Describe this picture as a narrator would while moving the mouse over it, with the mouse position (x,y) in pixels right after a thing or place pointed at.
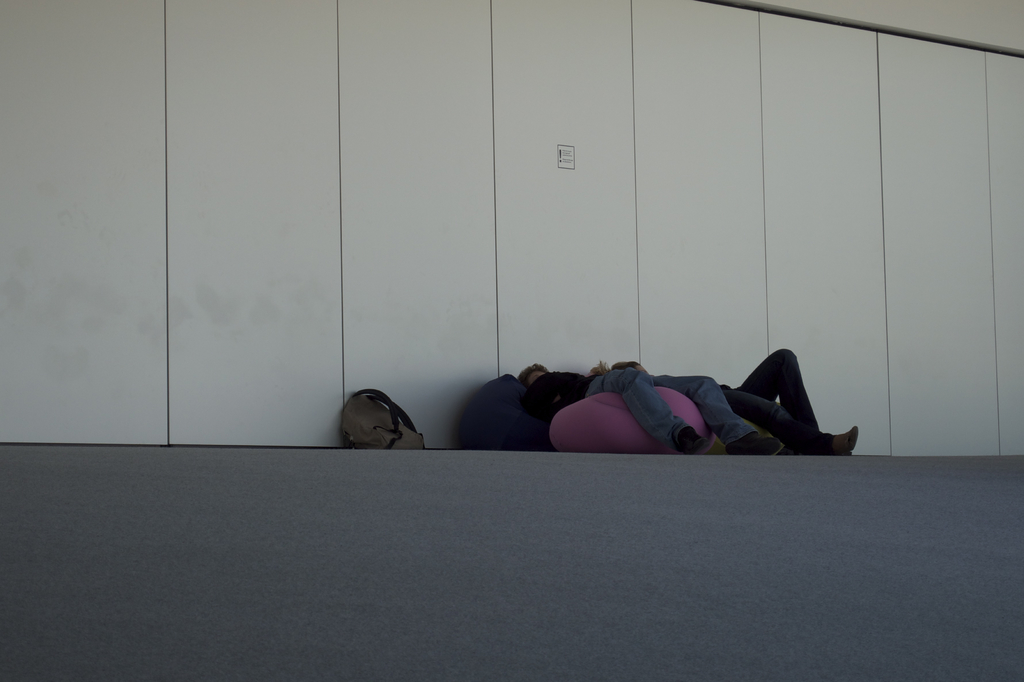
There is a bag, it seems like people (738,393) laying in the foreground area of the image (584,432), it seems like a wall (543,228) in the background area (543,228).
